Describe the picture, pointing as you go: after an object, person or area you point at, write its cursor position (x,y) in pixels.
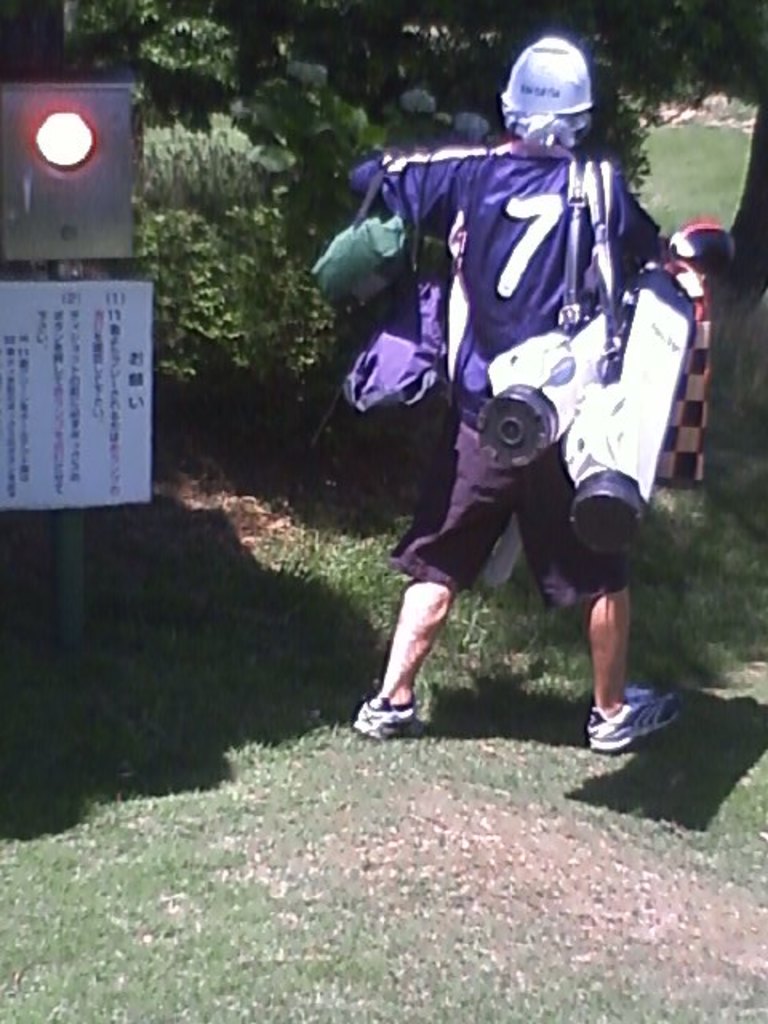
In this picture, we can see a person (493,240) carrying some objects (703,395), we can see the ground (311,742) with grass (250,635), plants (161,322) and trees (121,6), we can see light pole (73,542), poster (15,297) and some shadows (174,757) on the ground (265,831).
